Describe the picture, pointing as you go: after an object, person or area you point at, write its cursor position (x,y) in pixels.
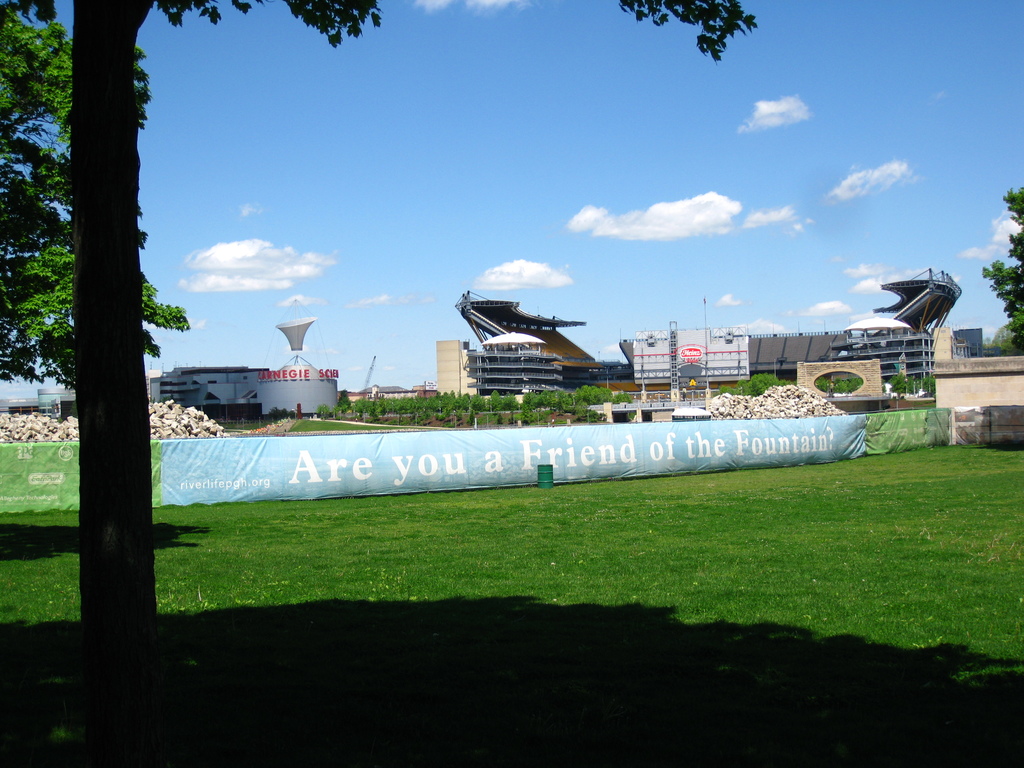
In this image there is a ground (537,659) at bottom of this image (527,659) and there is a wall (584,464) in middle of this image (351,457) and there are some building (411,390) in the background (613,385). There are some trees (115,379) at left side of this image (67,362) and right side of this image (1019,267) as well, and there is a cloudy sky (621,210) at top of this image (560,138).
